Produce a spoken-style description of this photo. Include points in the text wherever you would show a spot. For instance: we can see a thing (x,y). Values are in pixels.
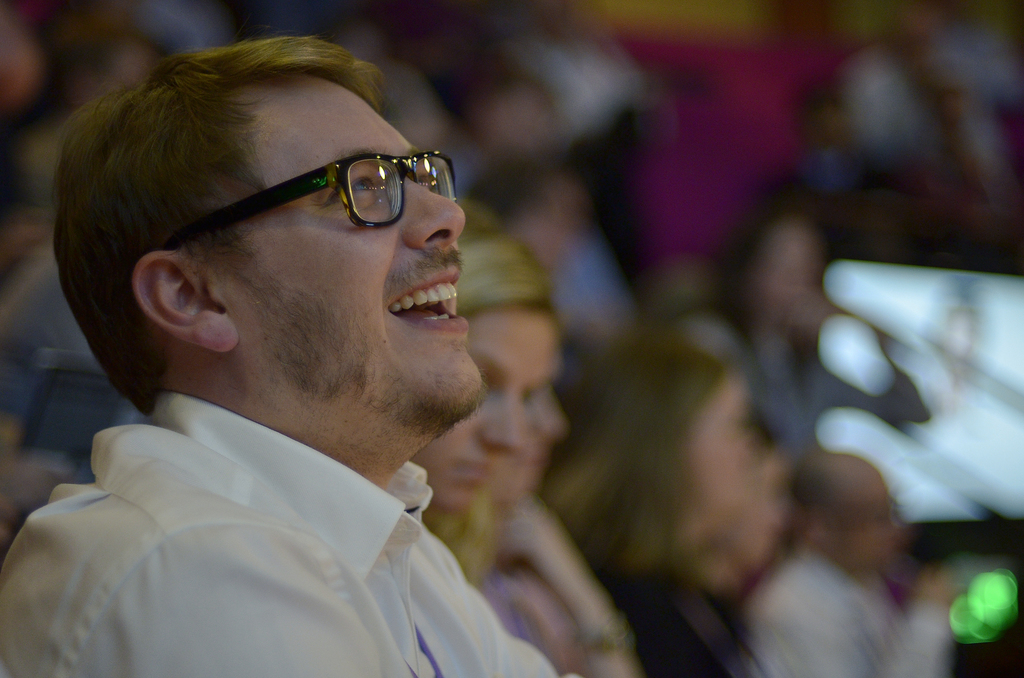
In this image, I can see a group of people (684,332) maybe in a hall (970,233). This image taken, maybe during night.
